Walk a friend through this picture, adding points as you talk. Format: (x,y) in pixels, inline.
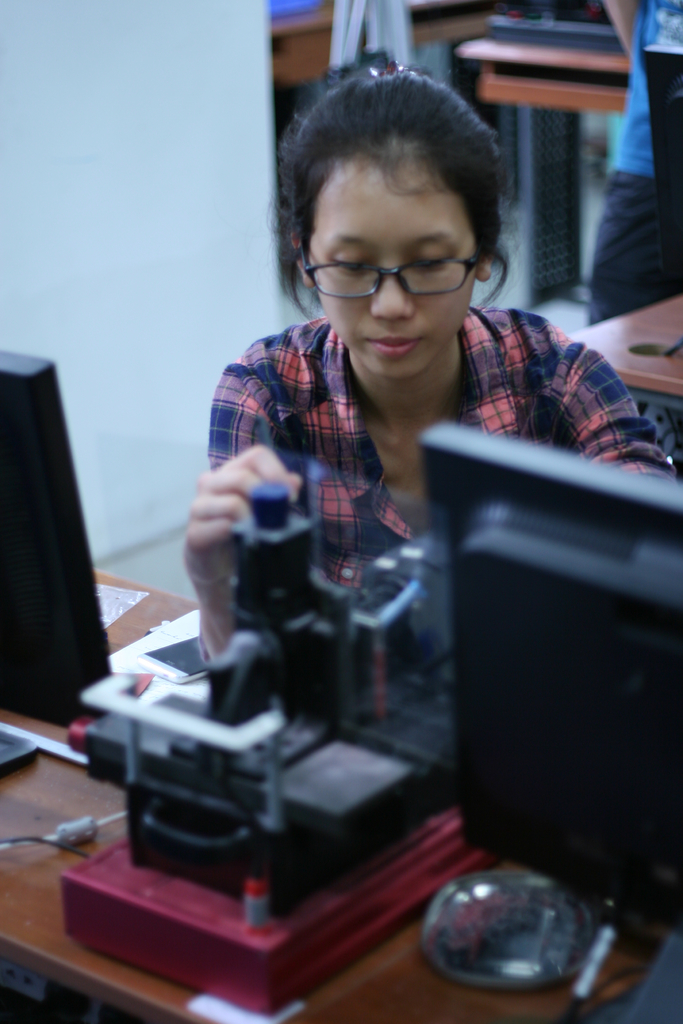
In this image there is a woman (391,315) wearing spectacles (393,272). Before her there is a table (41,865) having two monitors (469,705), mobile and few objects (253,787) on it. Right side (675,354) there is a table (621,355). Behind there is a person (617,223) standing. Left side (205,183) there is a wall (143,31).
